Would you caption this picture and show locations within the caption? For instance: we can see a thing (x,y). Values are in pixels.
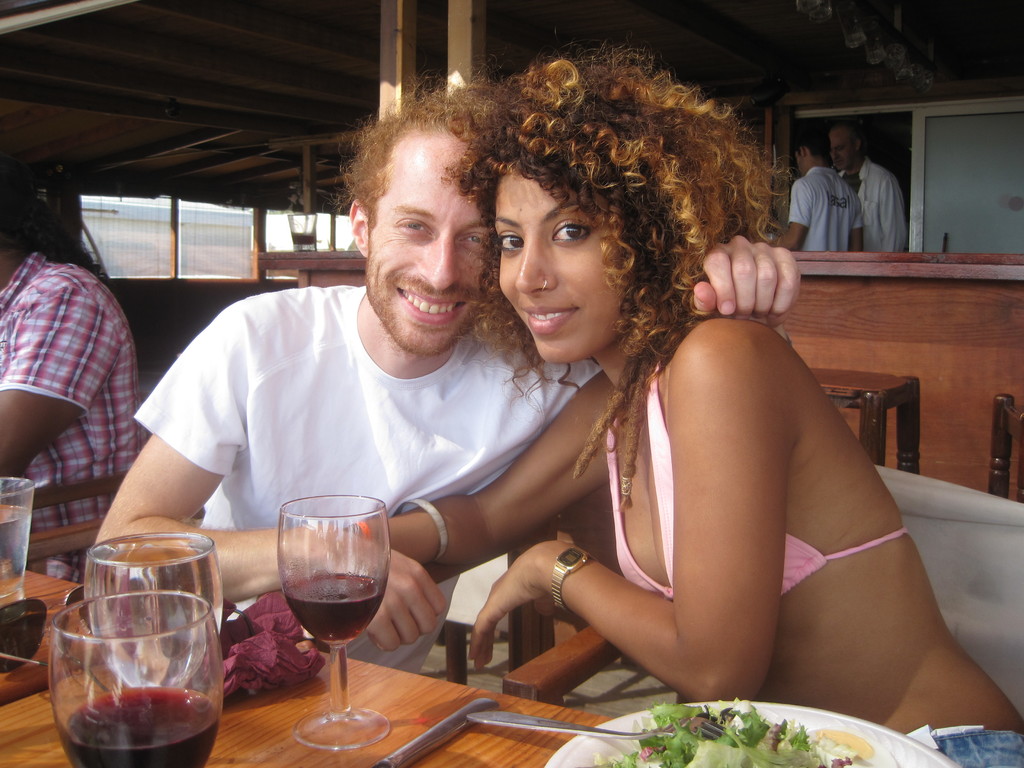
In this image we can see few people (487,414) sitting on the chair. There are few drink glasses (133,646) on the table (424,729). There is some food (749,732) on the plate (868,733). There is a knife (437,736) on the table (471,732). There are few people (823,195) standing at the right side of the image (838,203). There is a glass (310,237) on the table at the left side of the image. There are few chairs (997,408) at the right side of the image (911,450).
